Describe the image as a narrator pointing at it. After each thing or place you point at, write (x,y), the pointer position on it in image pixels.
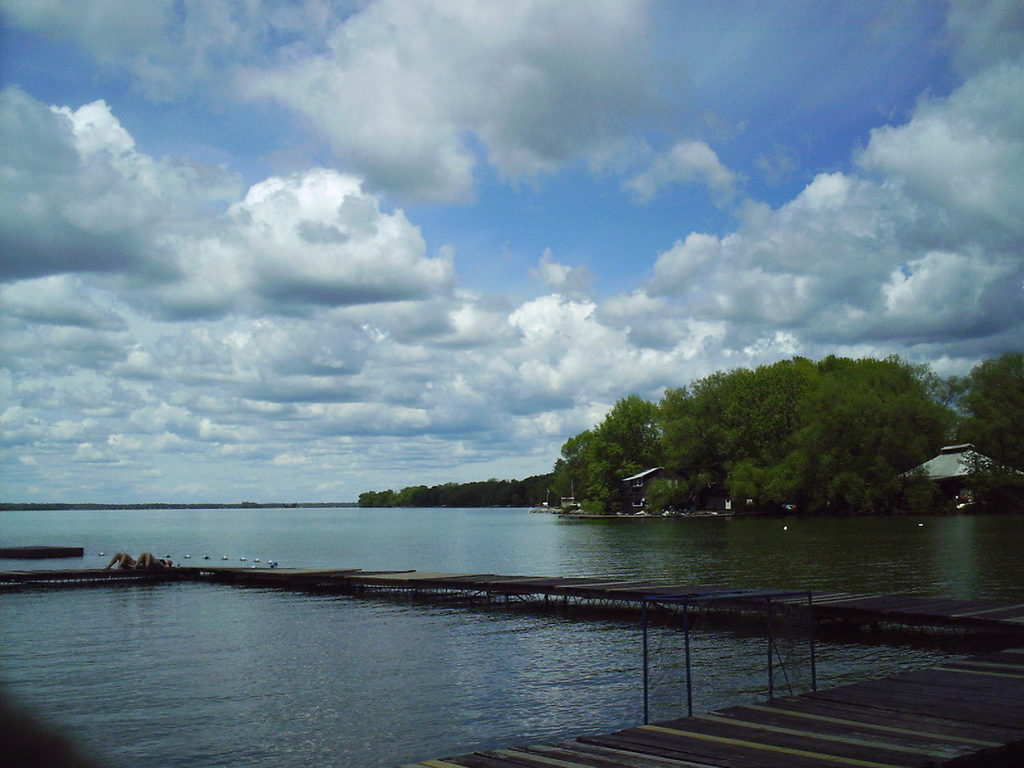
In this picture we can see a wooden platform (950,675) on the water (202,620) with two people (139,562) on it and a metal object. In the background (161,505) we can see trees (824,490), houses (649,483), some objects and the sky (369,242) with clouds (884,169).
